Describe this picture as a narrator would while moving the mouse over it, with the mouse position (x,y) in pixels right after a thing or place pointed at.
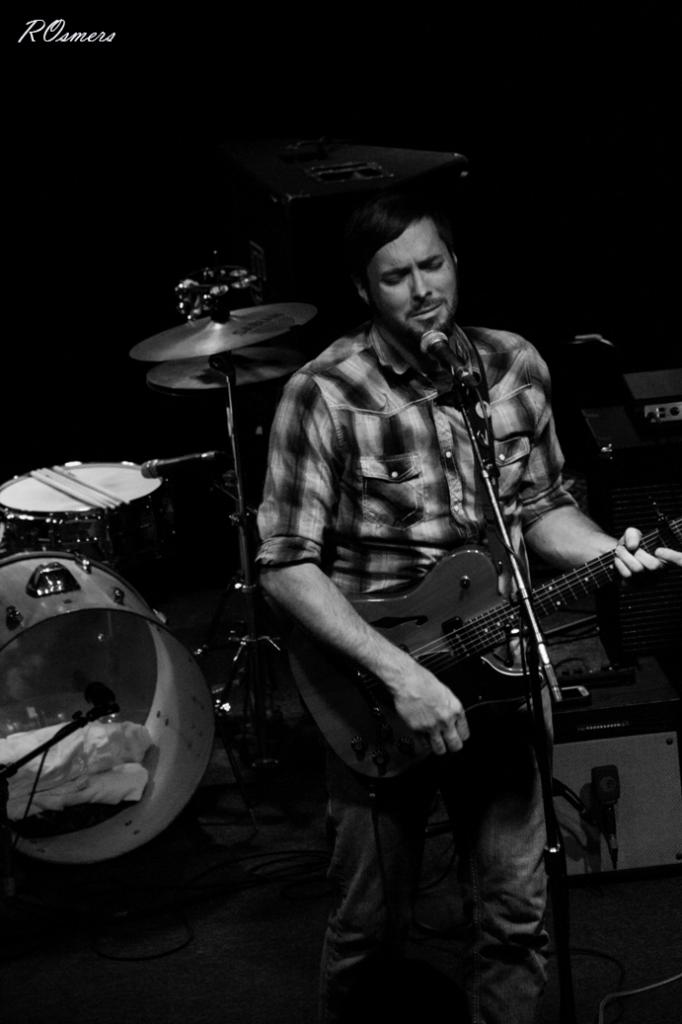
A man (329,448) is Standing and playing the guitar (341,728) singing a song.
